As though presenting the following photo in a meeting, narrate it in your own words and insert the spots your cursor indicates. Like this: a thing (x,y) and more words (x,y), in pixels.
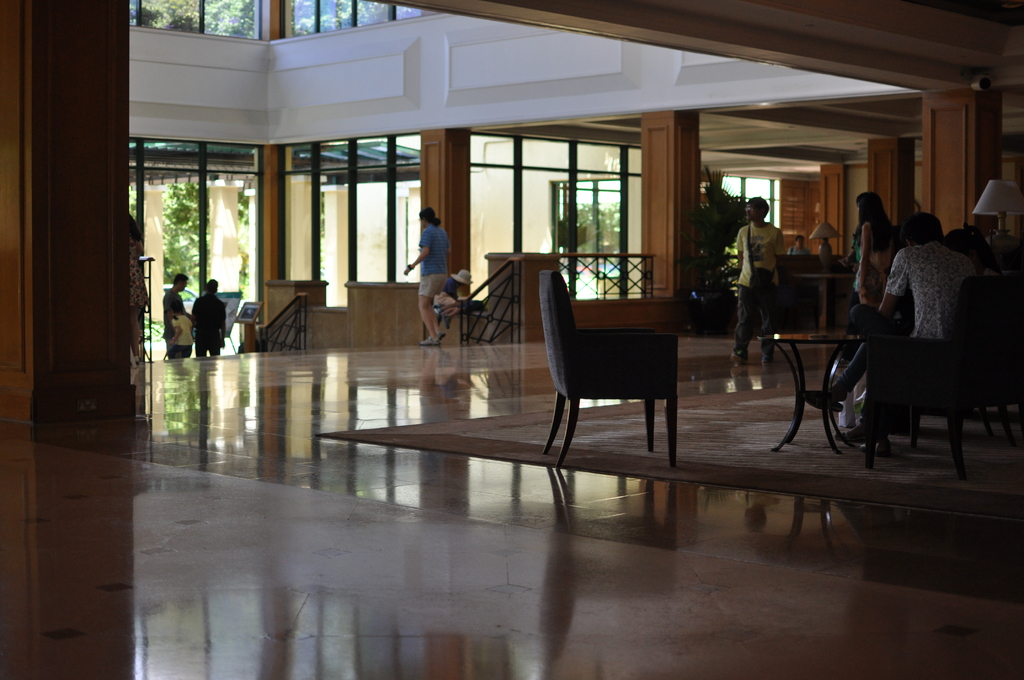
This is a room (627,408). In this room (630,368) there are chairs (886,357) and table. One person (931,312) is sitting on the chair (922,367). Two ladies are standing. And one lady (442,268) is walking. There is a railings (297,324). And there are windows (544,208), walls (301,99), pillars (278,188) and a floor (364,485) in this room (467,514).
